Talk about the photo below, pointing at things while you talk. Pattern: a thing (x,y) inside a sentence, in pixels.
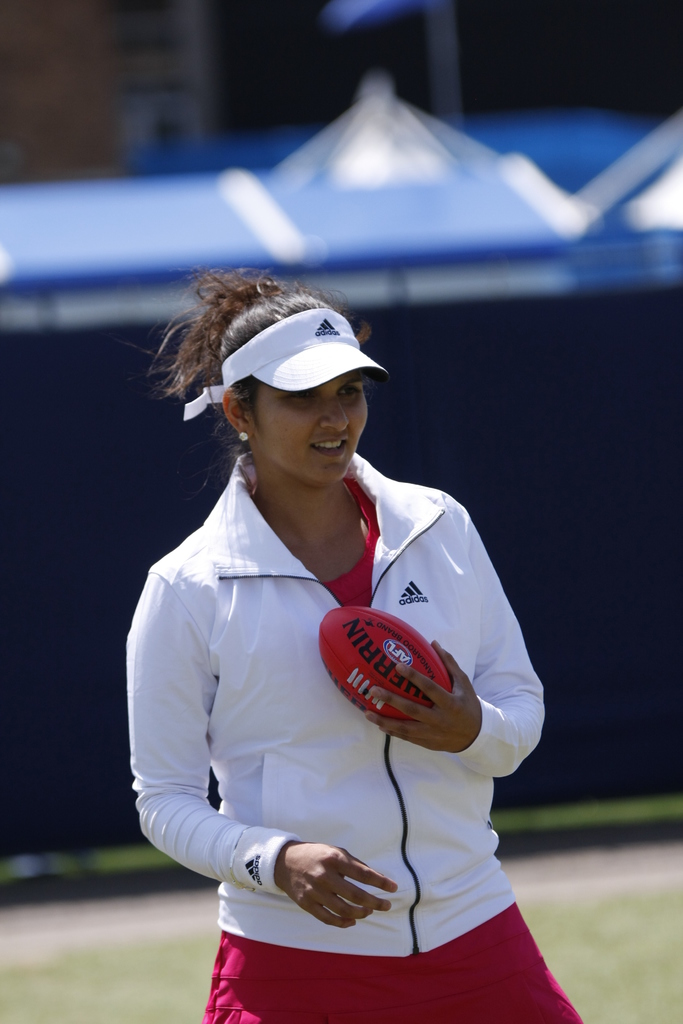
In this picture there is a woman (302,686) who is wearing a white jacket (284,713) and carrying a rugby ball (384,638) in her hand (408,673). She is wearing a white cap (303,350) on her head (349,380).
